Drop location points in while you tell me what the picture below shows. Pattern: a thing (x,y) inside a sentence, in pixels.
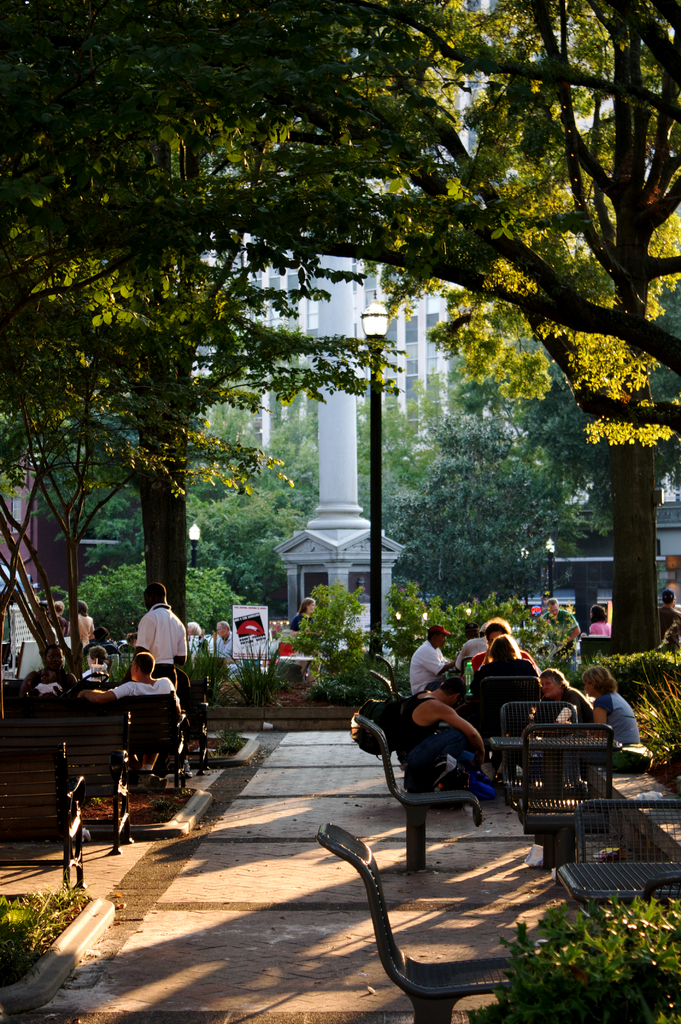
In this picture we can see group of people (155,667) some are sitting on chair (386,753) and some are standing and in front of them there is table (514,744) and in background (193,523) we can see trees (461,260), building (393,364), pole (336,309), street lamp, banner (249,629).
